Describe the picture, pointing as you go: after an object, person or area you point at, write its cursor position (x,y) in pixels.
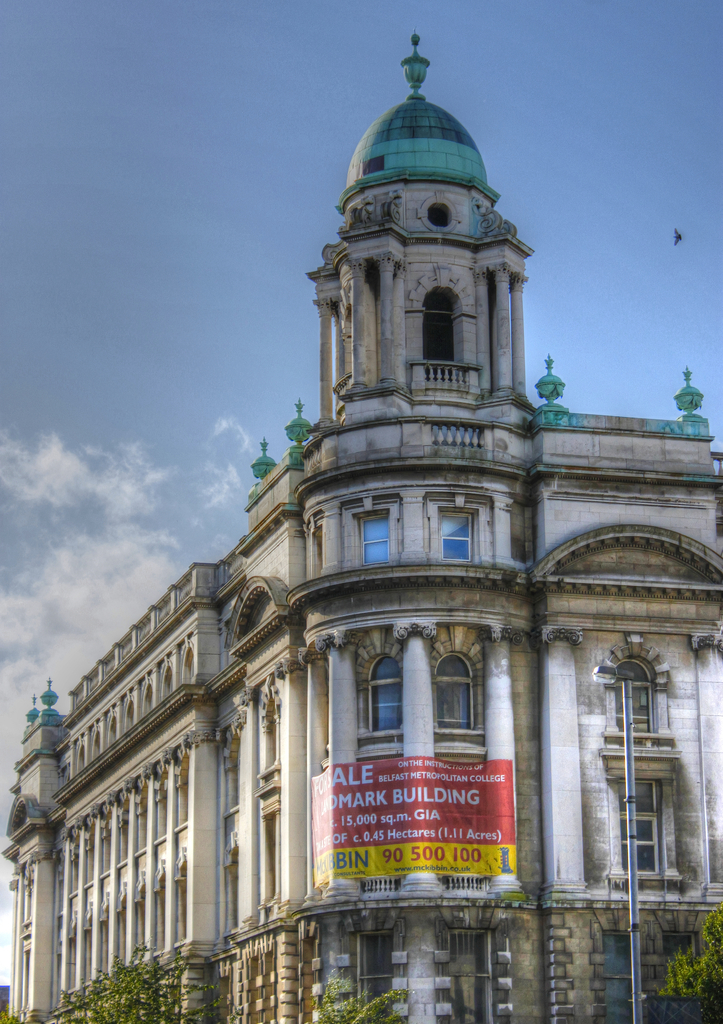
In this image, we can see a building (364,648) and there is a banner (439,826), a pole (634,781) and some trees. At the top (144,289), there are clouds (127,493) in the sky (121,445).
